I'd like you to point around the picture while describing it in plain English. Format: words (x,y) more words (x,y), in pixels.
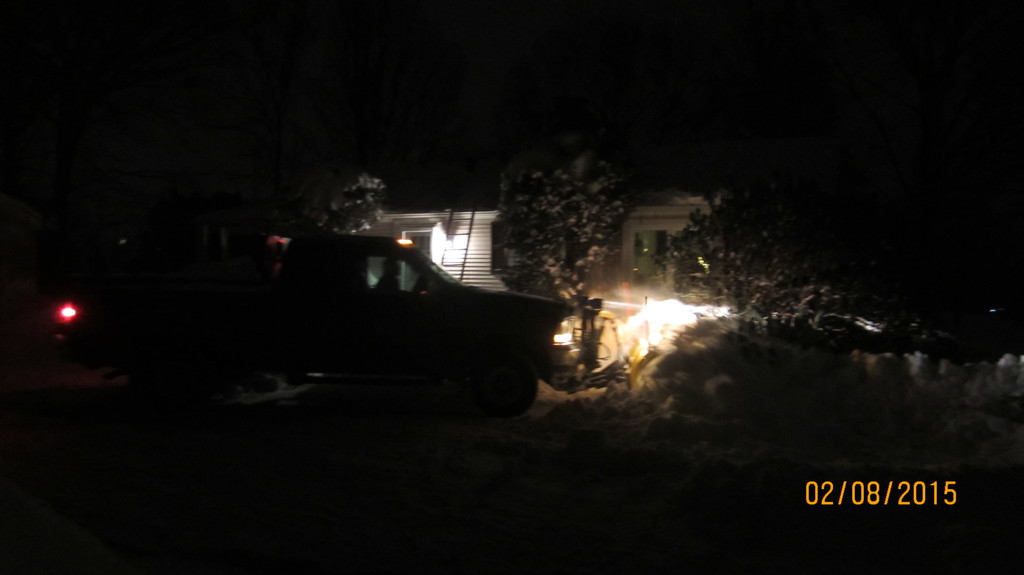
In the image we can see a vehicle (433,340), building (494,270), ladder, light (645,300), snow (664,334), tree (582,239) and a watermark (843,494).
